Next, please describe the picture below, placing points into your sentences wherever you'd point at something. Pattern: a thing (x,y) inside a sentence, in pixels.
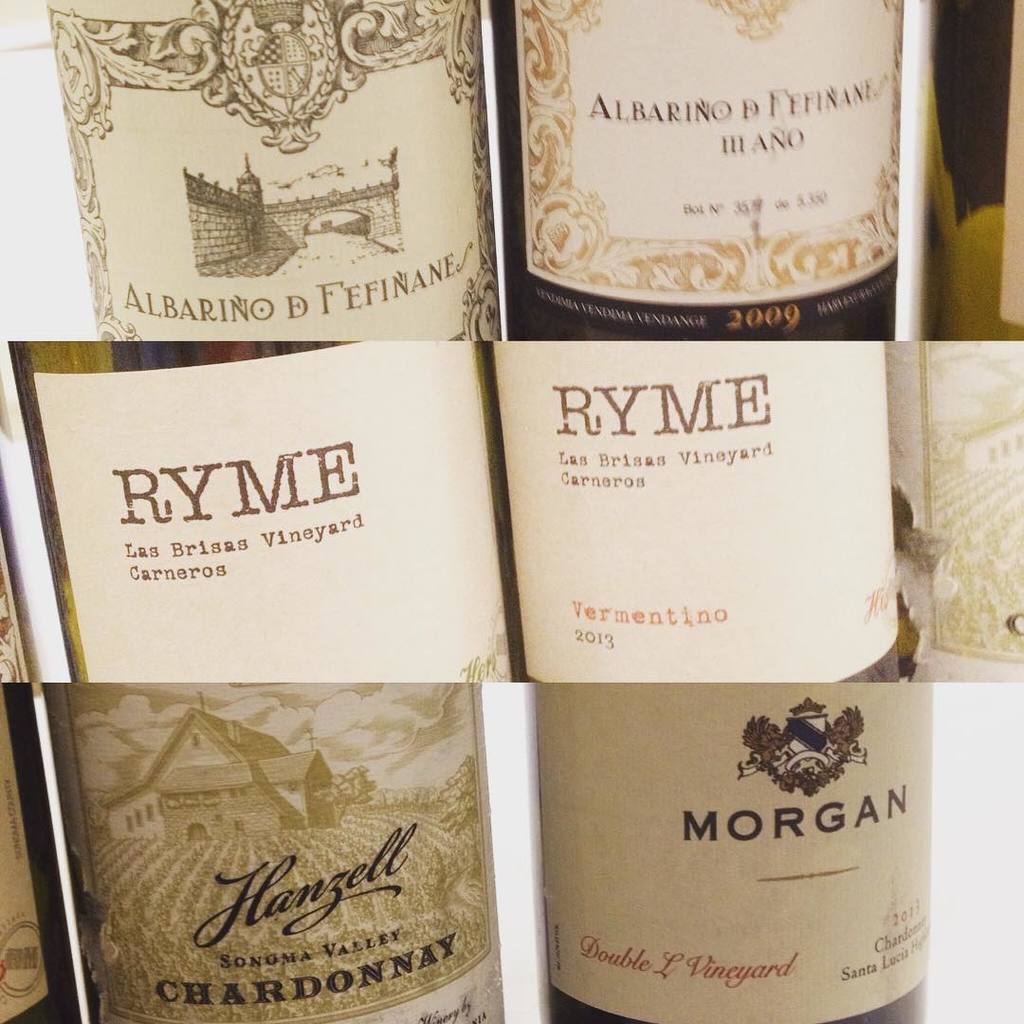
In this image we can see collage pictures of a beverage bottle (168,854).
